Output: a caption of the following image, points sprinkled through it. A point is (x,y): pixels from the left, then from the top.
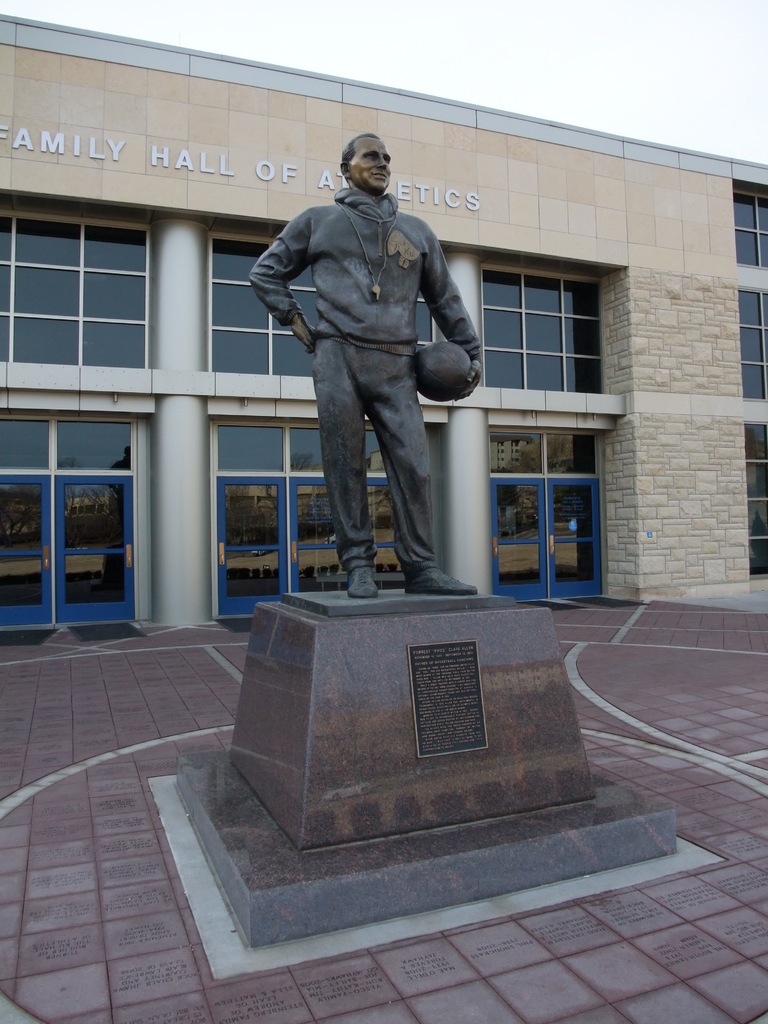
In the image we can see there is a statue (447,317) of a person (444,303) holding ball (443,361) on his hand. Behind there is a building (81,238).
